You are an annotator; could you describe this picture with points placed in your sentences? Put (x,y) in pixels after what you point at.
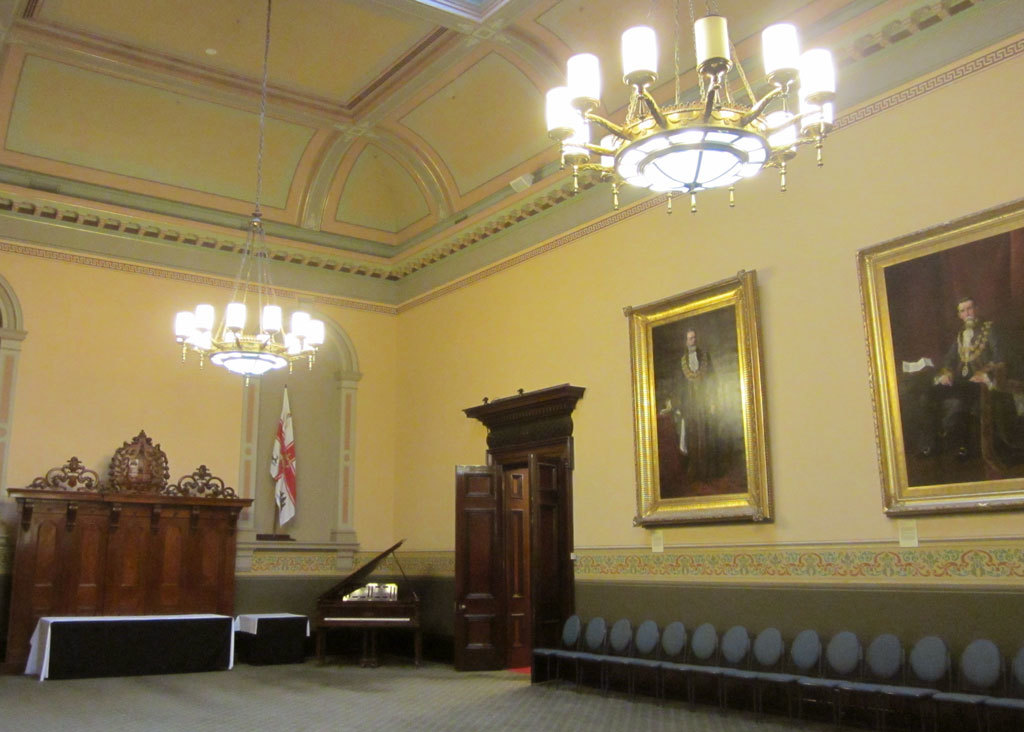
We can see chairs (623,629), furniture (139,516) and piano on the floor (295,669). We can see door (545,633), flag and frames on the wall (211,395). Top we can see lights (714,22).
